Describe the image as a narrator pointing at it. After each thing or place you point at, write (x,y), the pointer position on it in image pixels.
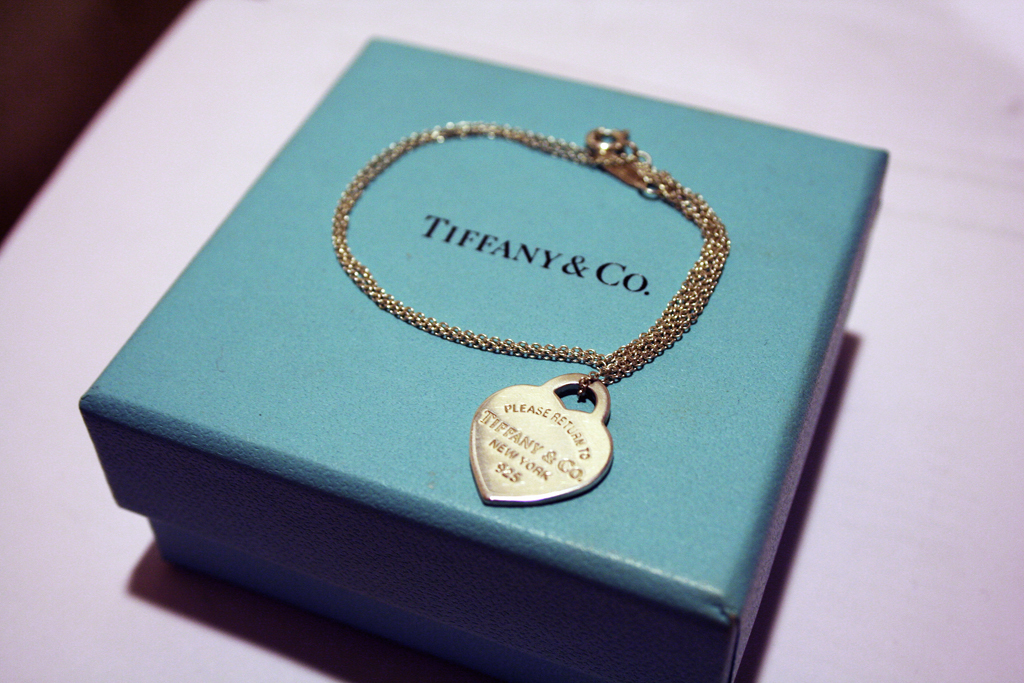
In this image there is a box (455,449) with some text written on it and on the top of the box (624,267) there is a locket (566,450) and a chain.
